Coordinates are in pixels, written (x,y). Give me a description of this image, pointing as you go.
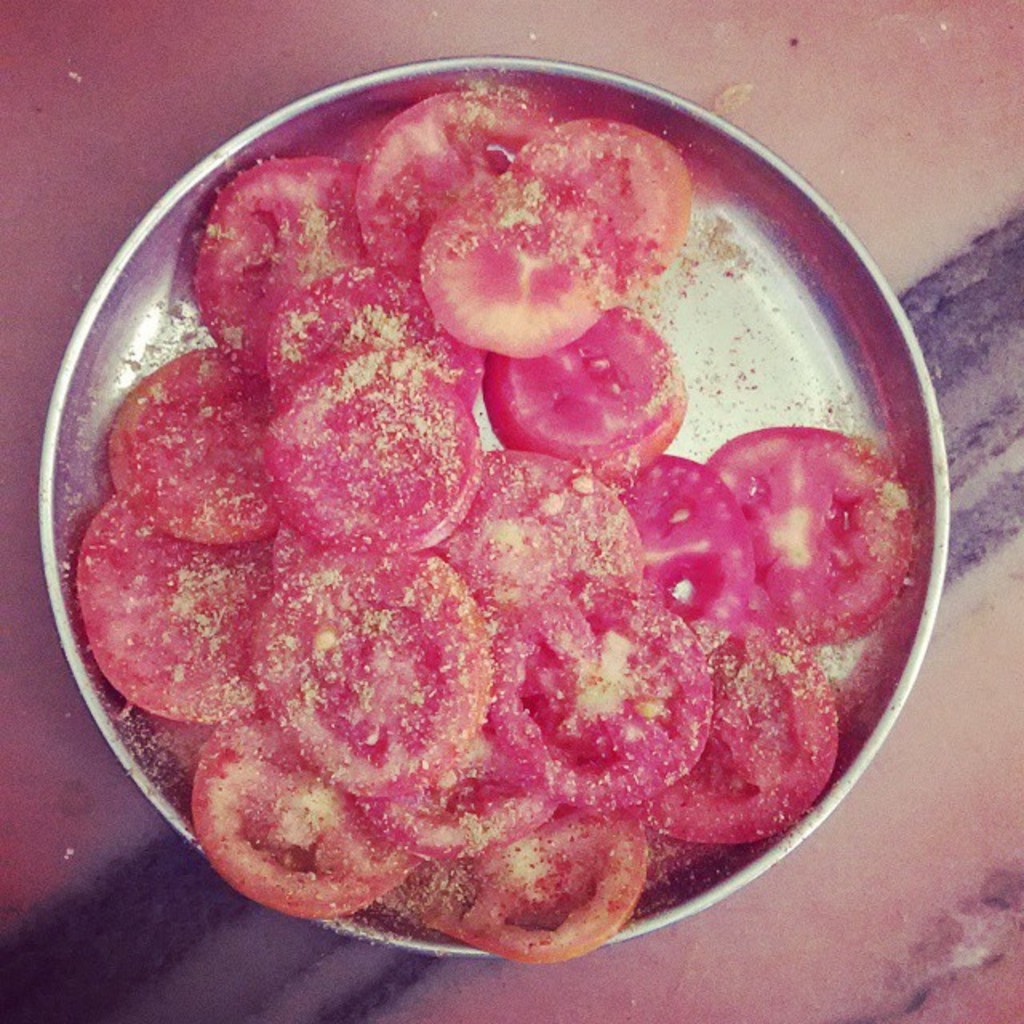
In this image we can see some slices of tomatoes (534,604) topped with some powder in a plate (704,879) which is placed on the surface (18,938).
